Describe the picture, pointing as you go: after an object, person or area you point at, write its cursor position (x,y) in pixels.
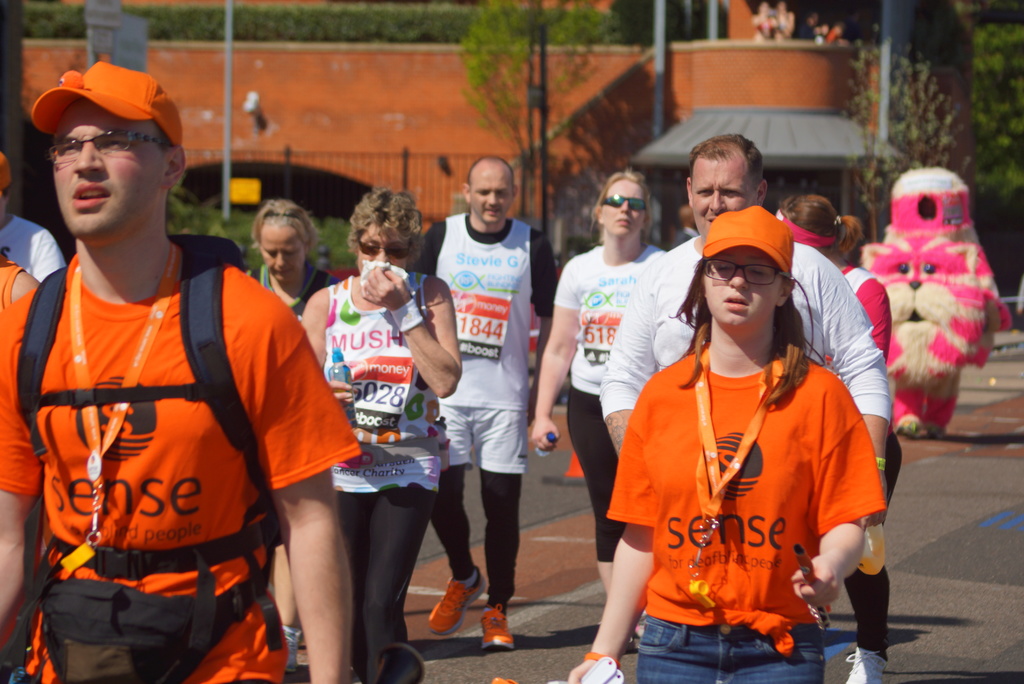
This picture describes about group of people (512,448), few people (303,556) are walking, few (97,186) wore caps (35,111) and few people (75,170) wore spectacles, in the background (596,108) we can see a building (327,63), fence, few trees (989,50) and poles (881,117).
